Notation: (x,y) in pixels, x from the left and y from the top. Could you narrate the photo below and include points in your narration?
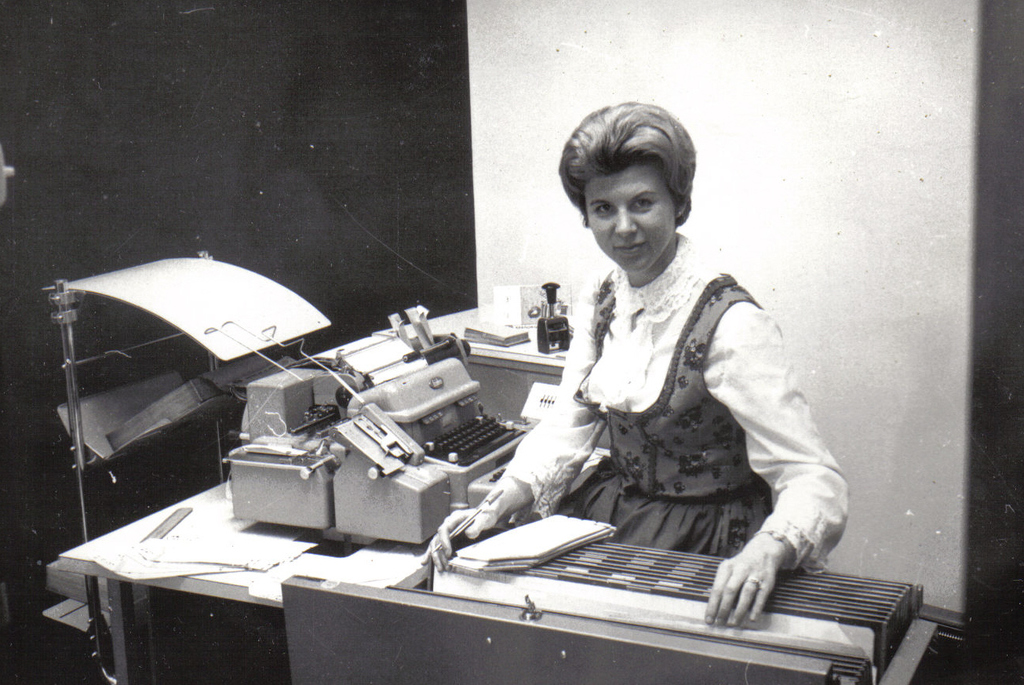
It is a black and white picture. In the center of the image (580,323) we can see a woman (671,412) sitting and she is smiling and she is holding some object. In front of her, we can see a table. On the table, we can see the machines (310,522), papers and a few other objects (176,402). In the background (325,73) there is a wall (464,94) and a few other objects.
